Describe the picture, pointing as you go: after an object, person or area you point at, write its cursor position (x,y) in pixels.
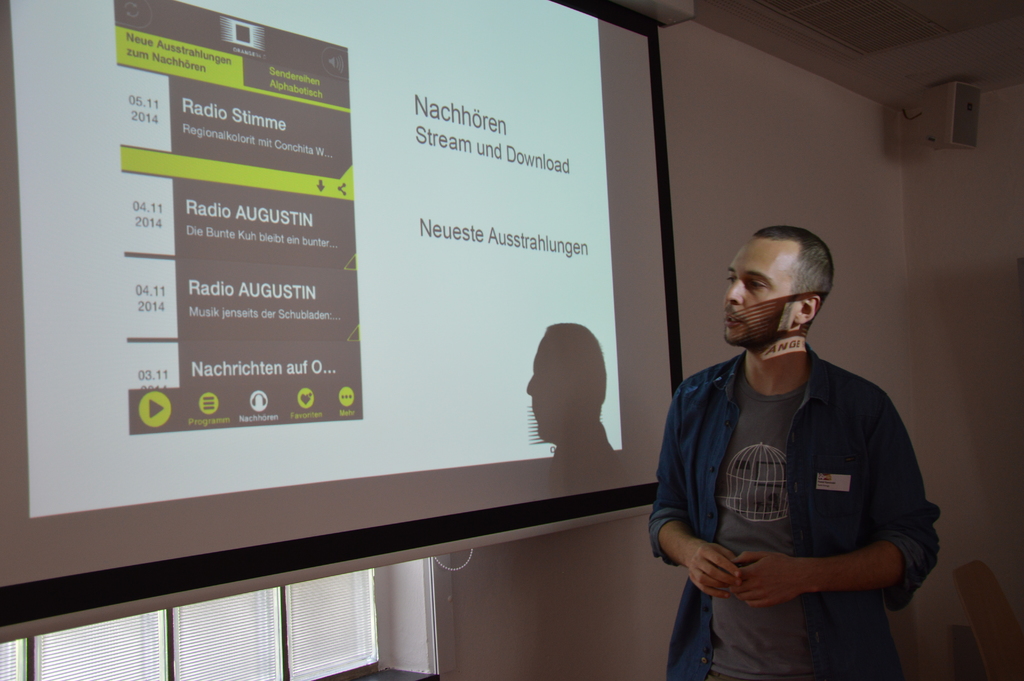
In this picture there is a man (847,454) who is wearing blue shirt (855,537), grey t-shirt (778,427) and trouser (713,679). He is a standing near to the projector screen (631,451). In the projector screen (577,217) we can see some data (334,190). In the bottom left corner (192,680) i can see a window blind (309,622). In the top right corner (977,110) there is a speaker (958,132) which is hanged on the roof (912,101).
